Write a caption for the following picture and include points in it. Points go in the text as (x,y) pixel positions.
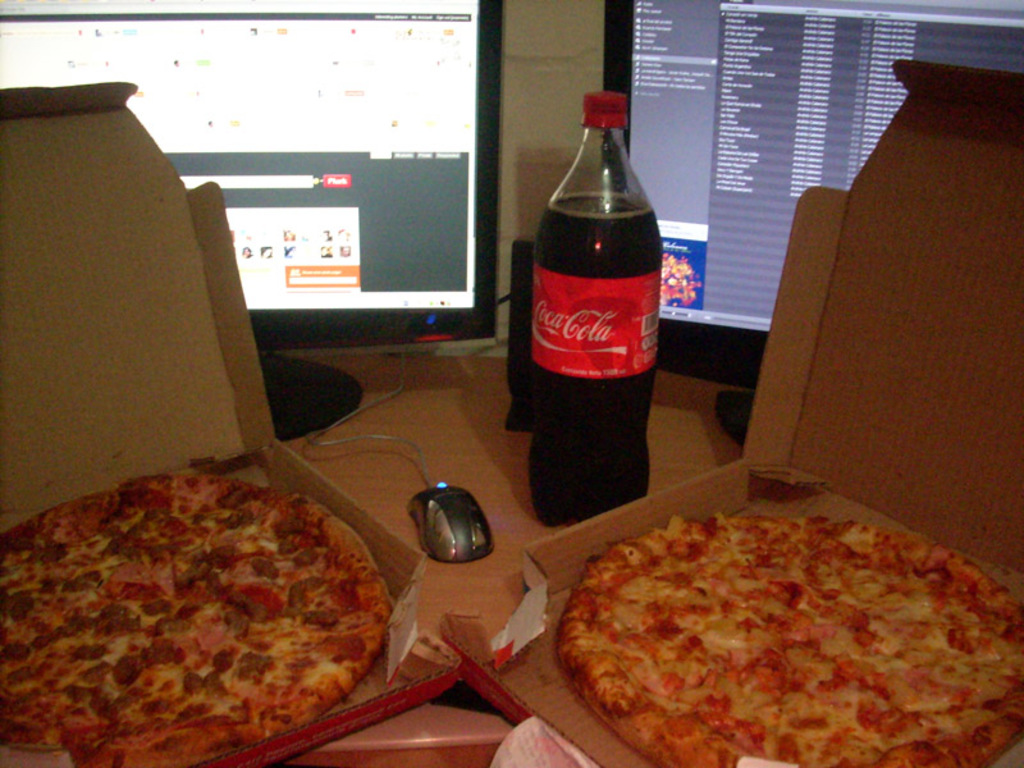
In the center of the image (426,431) we can see a platform (433,722). On the platform (366,754), we can see boxes (484,681) with pizzas (302,526), one coca cola bottle (560,437), monitors (703,262), one black color object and a mouse (466,503). On the monitors (367,89), we can see some text (747,154) and some images (693,291). In the background (514,131) there is a wall (545,34).
